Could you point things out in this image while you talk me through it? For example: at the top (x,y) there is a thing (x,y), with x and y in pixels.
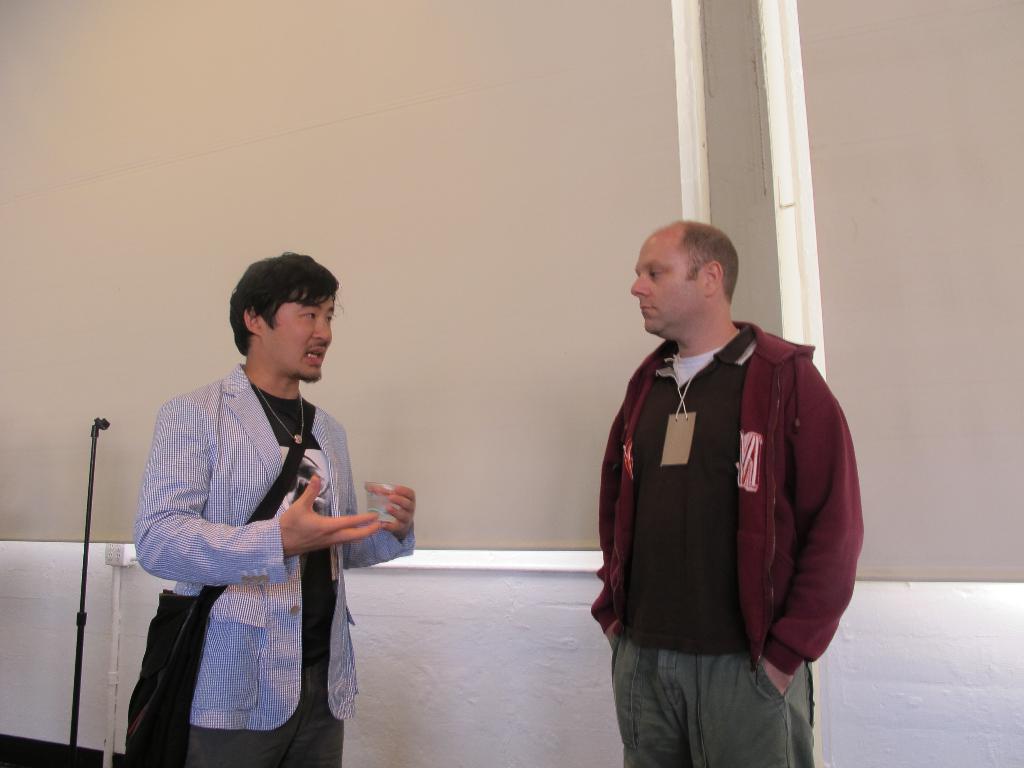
In this picture there are two men (688,317) in the center of the image (678,266).
